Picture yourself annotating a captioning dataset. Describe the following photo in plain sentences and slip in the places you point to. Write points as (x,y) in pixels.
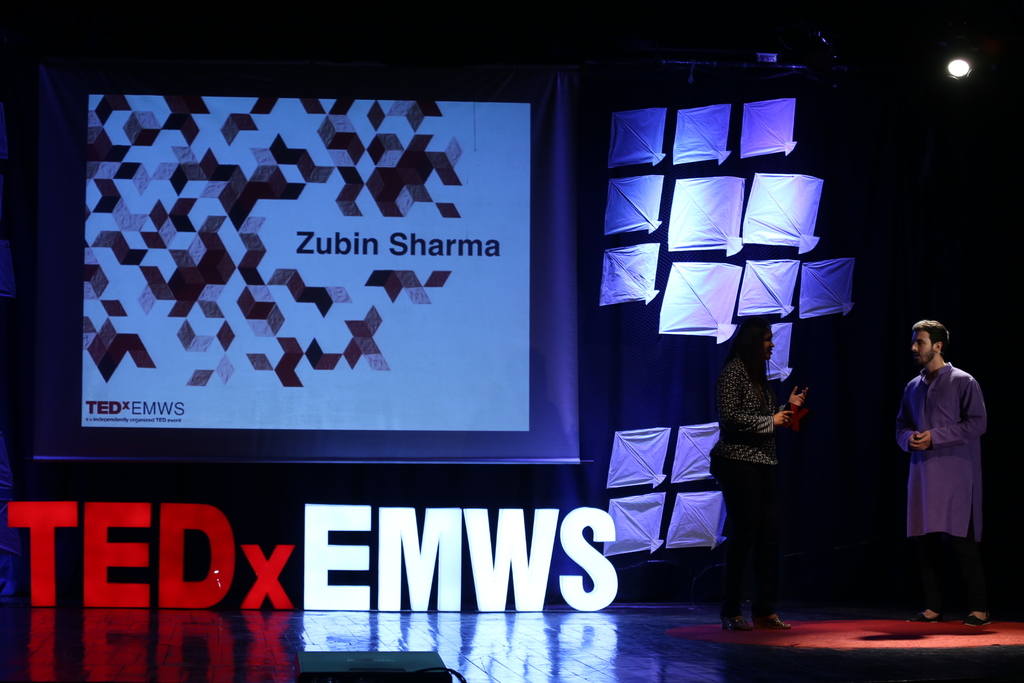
On the right side (710,455) there are two persons (759,472) standing. This is a stage (690,627). On the stage (425,642) there is a speaker (375,658). In the back (576,430) there is a screen (323,319). Also there are some decorations (675,228). And there is a light (964,58). And something is written on the stage (705,620).
